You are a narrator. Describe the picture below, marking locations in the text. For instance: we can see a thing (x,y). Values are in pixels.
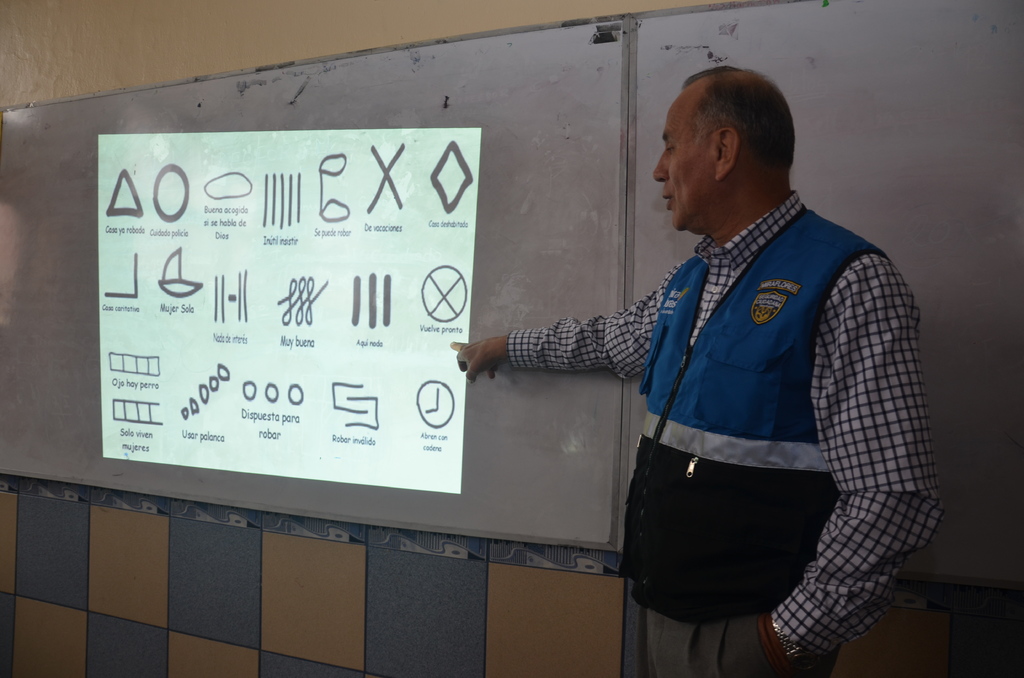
Here we can see a man (766,256). In the background (527,396) there is a board (302,389), screen (257,330), and wall (281,30).
